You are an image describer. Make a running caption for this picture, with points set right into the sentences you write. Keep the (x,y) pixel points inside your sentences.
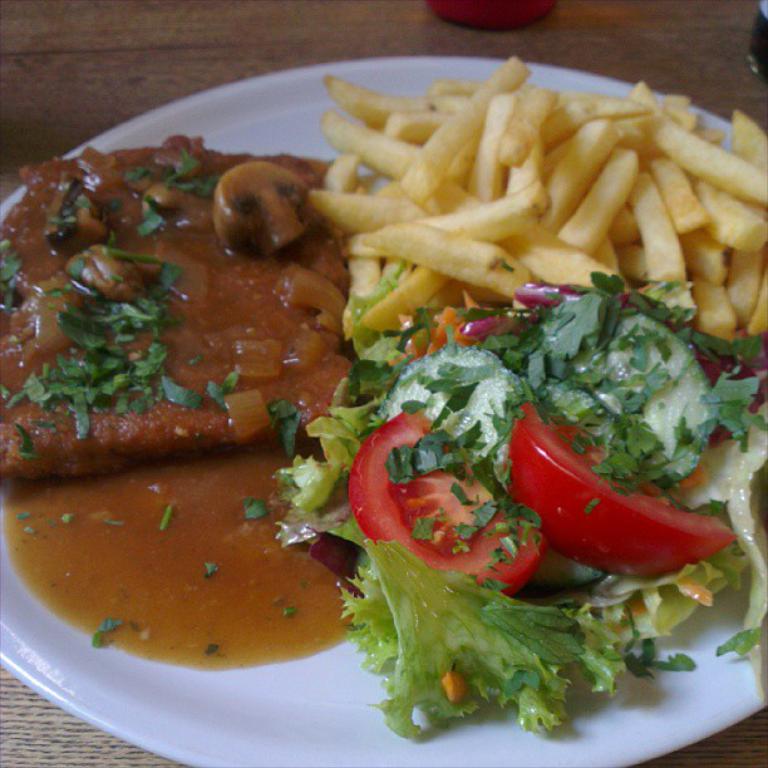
In this image I can see there are food items (394,606) in a white color plate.
